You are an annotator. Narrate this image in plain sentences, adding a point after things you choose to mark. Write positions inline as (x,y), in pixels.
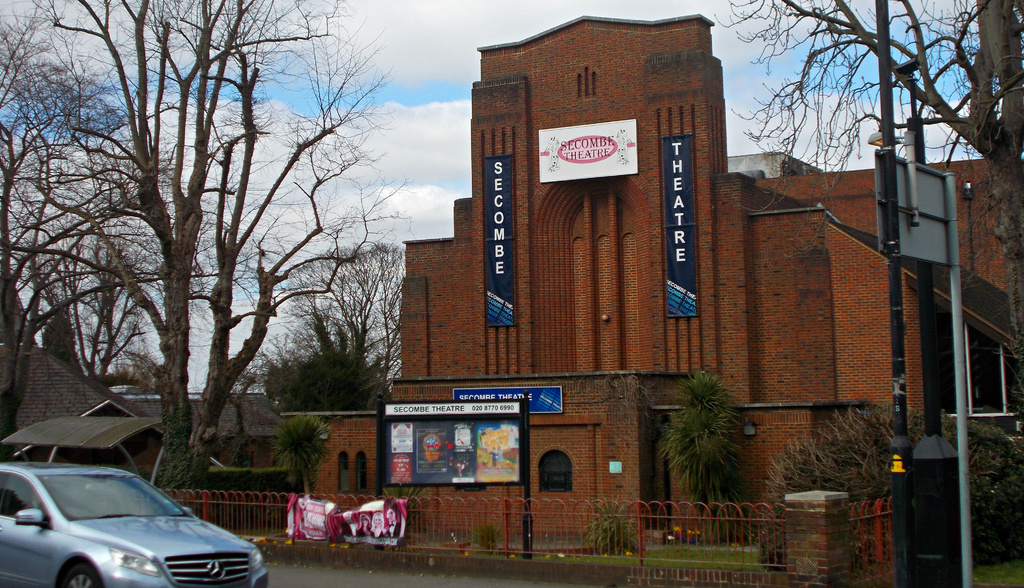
In this picture we can see a building (578,368) here, there is a hoarding (450,447) and a board (559,406) here, at the bottom (558,537) there is a fencing panel (538,548), on the left side (256,570) we can see trees (224,359) and a car (171,507), on the right side (901,221) there is a pole (933,398) and a board (903,244), we can see the sky (462,125) at the top of the picture (448,50), there is grass (695,561) here.
